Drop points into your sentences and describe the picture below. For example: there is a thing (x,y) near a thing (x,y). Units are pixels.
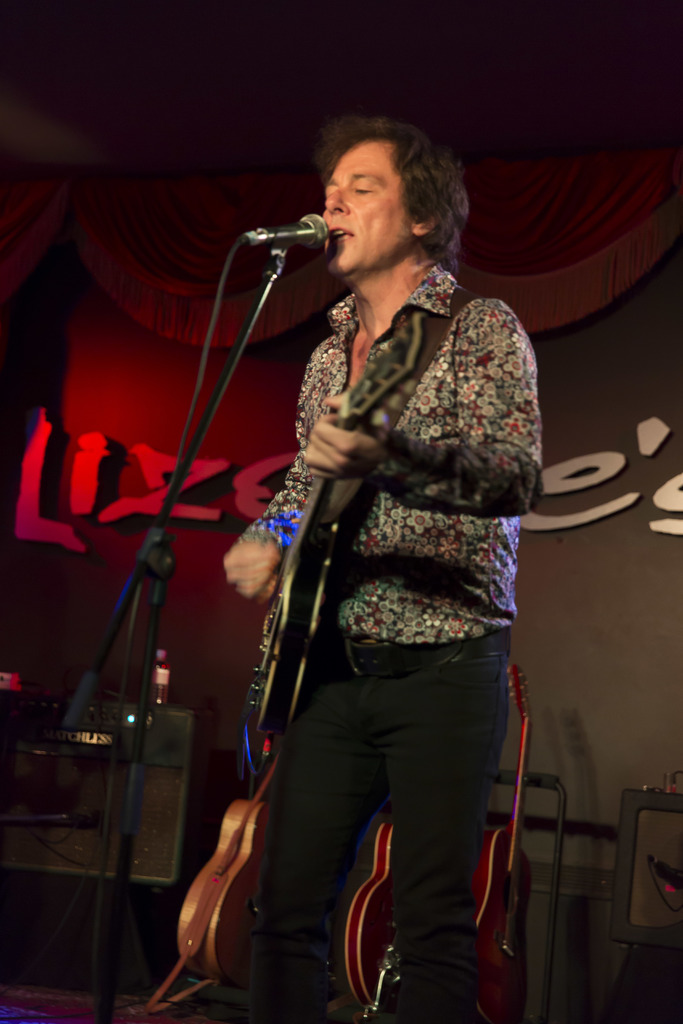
A man (381,586) is playing guitar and singing on mic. Behind him there are musical instruments (635,788).
